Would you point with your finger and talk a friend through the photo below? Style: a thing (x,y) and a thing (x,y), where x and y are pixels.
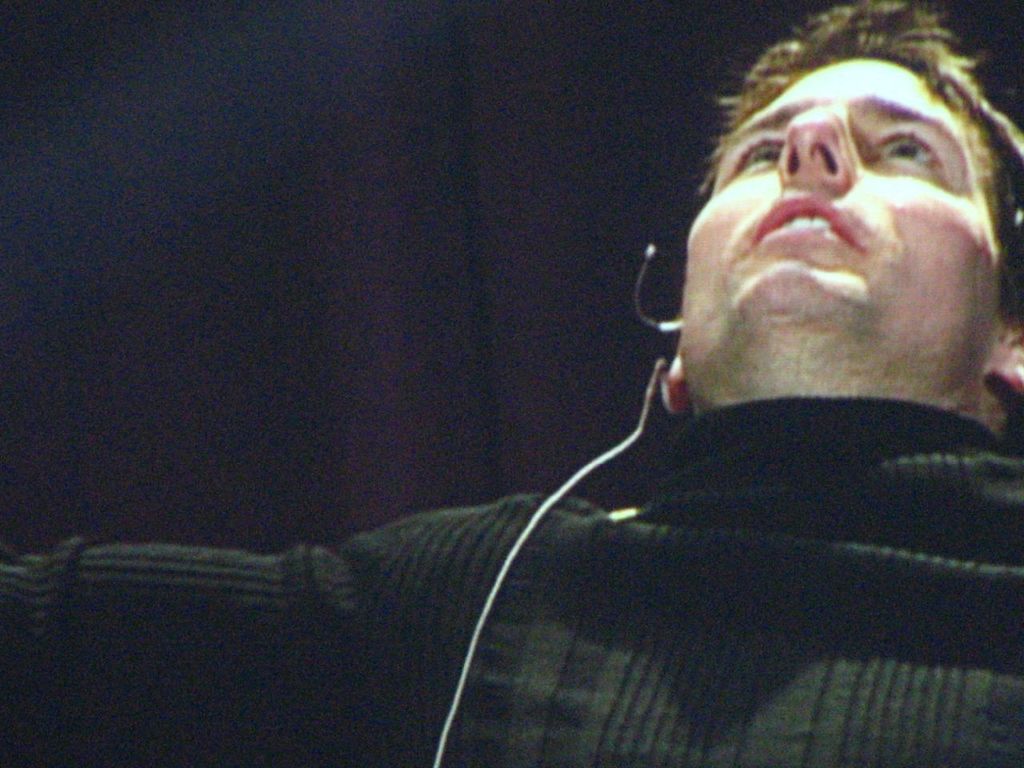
In this image we can see a man (778,523) wearing the microphone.
